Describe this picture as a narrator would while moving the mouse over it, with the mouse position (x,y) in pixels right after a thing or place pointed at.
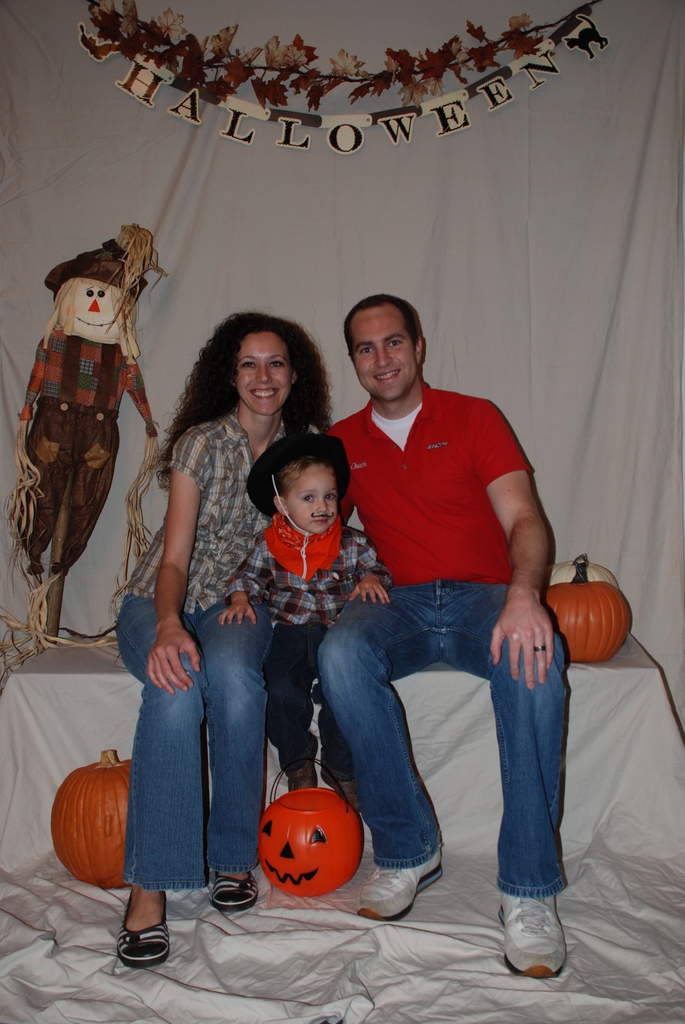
Here in this picture we can see a couple (382,625) sitting over a place and in between them we can see a child (295,600) also sitting over there with a hat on him and we can see the couple (250,451) are smiling and we can see some Halloween designed pumpkins (114,801) present over there and beside them we can see a scarecrow (111,315) also present and behind them we can see a curtain (222,225) present and on that we can see decoration of Halloween (409,100) present over there.
